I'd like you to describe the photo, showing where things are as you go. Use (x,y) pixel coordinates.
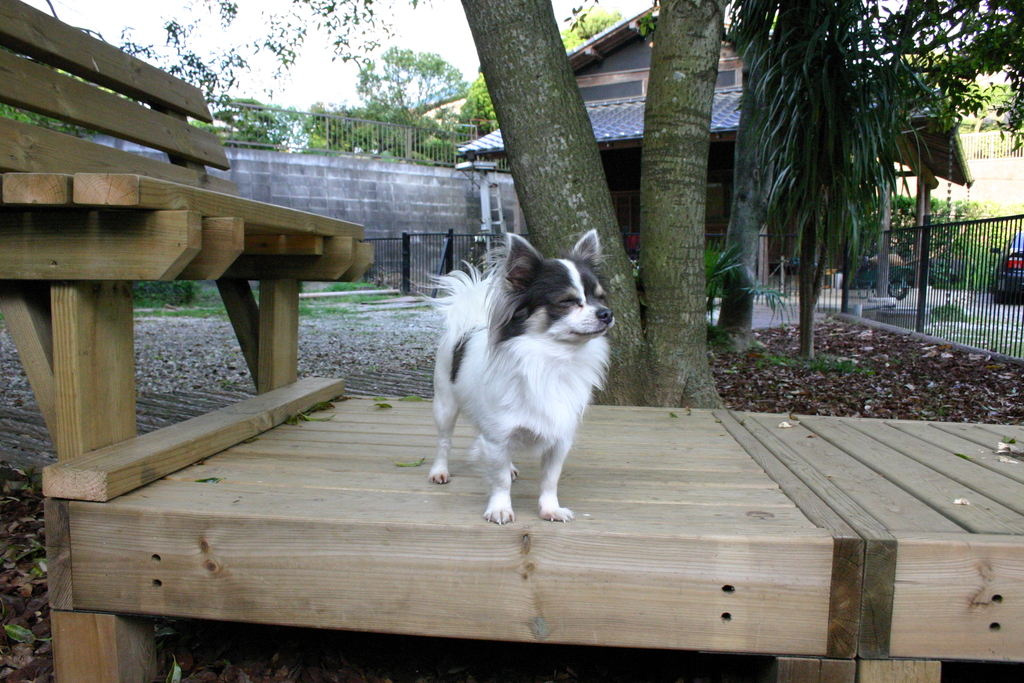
We can see dog (550,449) on the bench (65,460). On the background (736,103) we can see house (741,112) and trees (693,150), sky (133,18).
